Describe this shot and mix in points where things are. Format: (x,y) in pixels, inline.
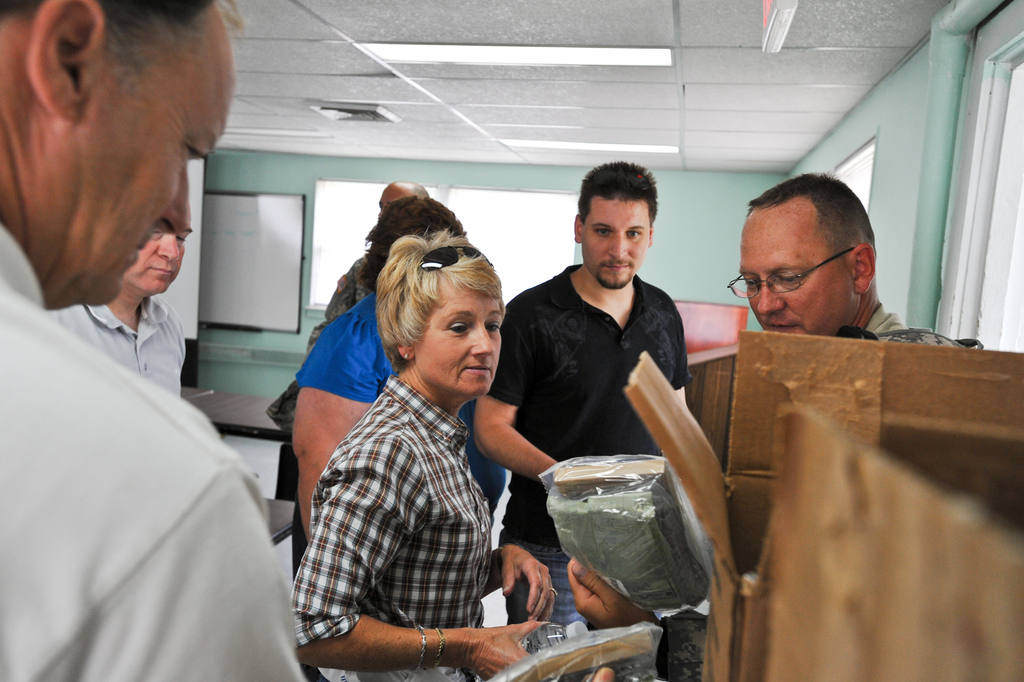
In the foreground of this image (602,594), there are few men (140,390) and two women (393,395) standing, where a woman (466,591) is holding a bottle (535,635) and two men (779,311) are holding some objects (619,637). In the background (863,183), there is wall (899,125), few boards (256,254), a window (1022,248) and lights (463,63) to the ceiling (458,67).
